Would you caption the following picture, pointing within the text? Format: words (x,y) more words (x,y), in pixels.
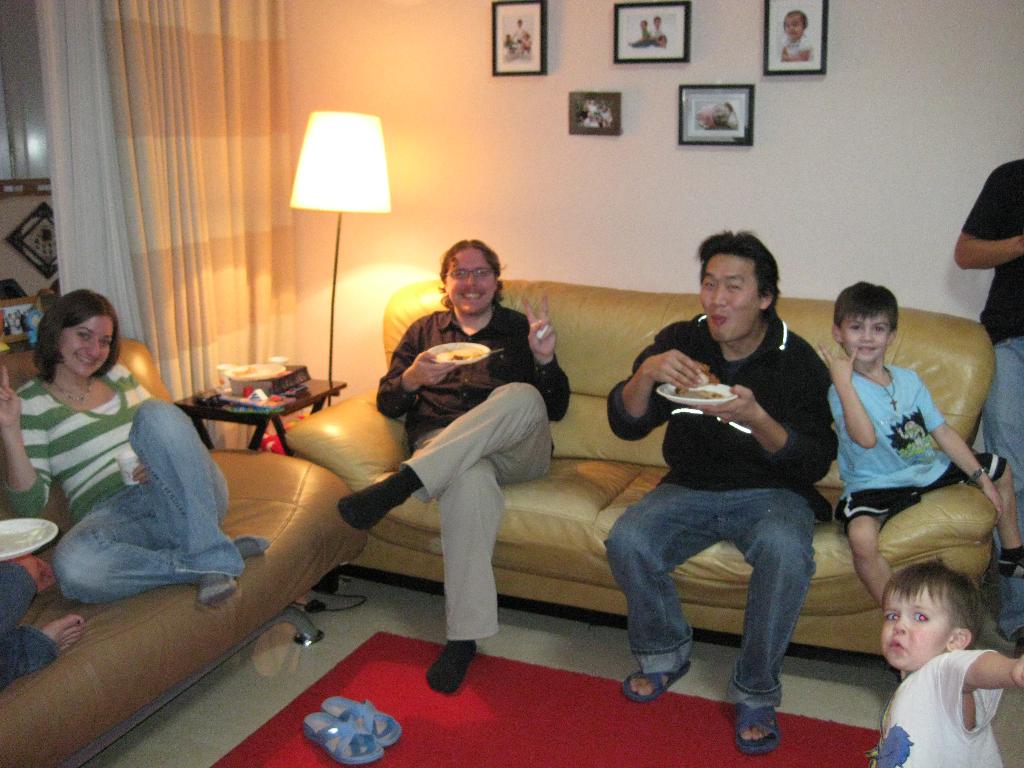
This picture shows a group of people (6,420) seated on the sofa (389,544) and we see a man (959,258) standing and two men (649,378) holding plates (438,359) with some food (466,355) in their hands (425,357) and we see photo frames (827,19) on the wall (597,194) and a lamp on the side and we see curtains (137,183) to the window (17,11).
